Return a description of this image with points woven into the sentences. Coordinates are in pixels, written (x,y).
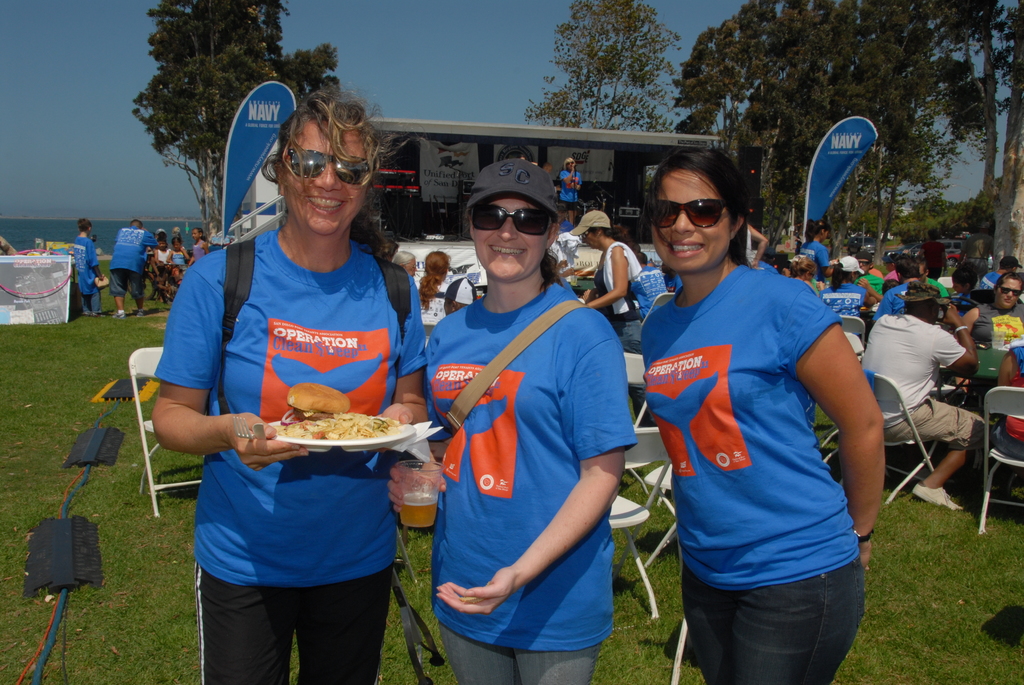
The picture is clicked in an open area (159,450). In the foreground (541,318) three ladies (652,357) are standing wearing blue t-shirt (478,305) and glasses (706,210). The left lady (307,494) is holding a plate (296,439) of food (334,428) and spoon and fork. The lady (454,459) is holding a glass (420,490) of drink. In the background (1005,370) there are many people (970,360) sitting on chairs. Few are standing. Trees (964,75), stage (558,163), water body (54,226), sky (71,96) is there in the background (58,188). There are two beach flags (814,156) here.
